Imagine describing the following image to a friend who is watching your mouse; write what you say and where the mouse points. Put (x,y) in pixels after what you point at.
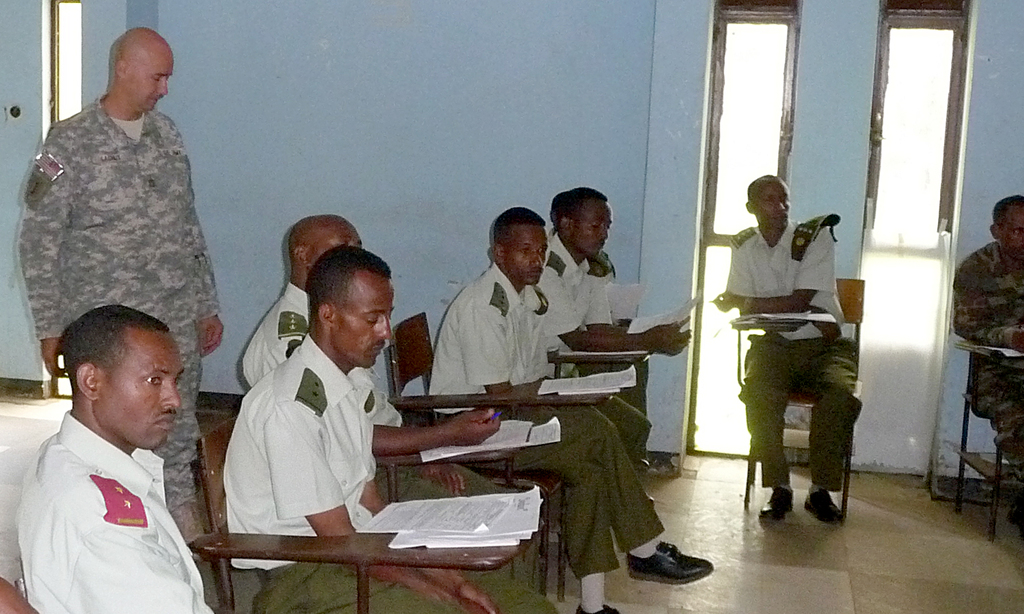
On the left side (337,321), there are persons (301,356) in uniform (301,356), sitting on the wooden chairs (204,432) which are arranged on the floor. These wooden chairs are having pads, on which there are documents (652,325). Behind them, there is a person (159,215) in uniform (159,215), standing. On the right side (1000,295), there are two persons (802,285) sitting on the wooden chairs (849,285). In the background (932,71), there are windows (752,79) and a blue color wall (556,125).
